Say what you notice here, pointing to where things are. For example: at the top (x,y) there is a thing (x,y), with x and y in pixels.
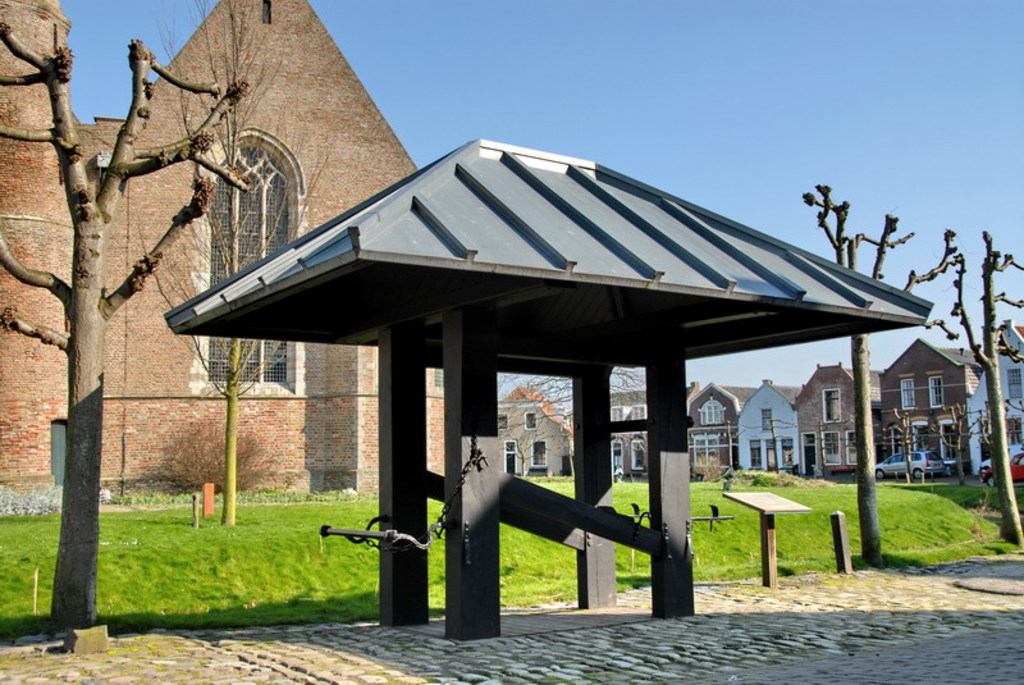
There are trees (224,248) and a shed (579,259) in the foreground area of the image (459,274), there are houses (518,402), grassland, trees (531,384), vehicles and the sky (511,383) in the background (879,340).
